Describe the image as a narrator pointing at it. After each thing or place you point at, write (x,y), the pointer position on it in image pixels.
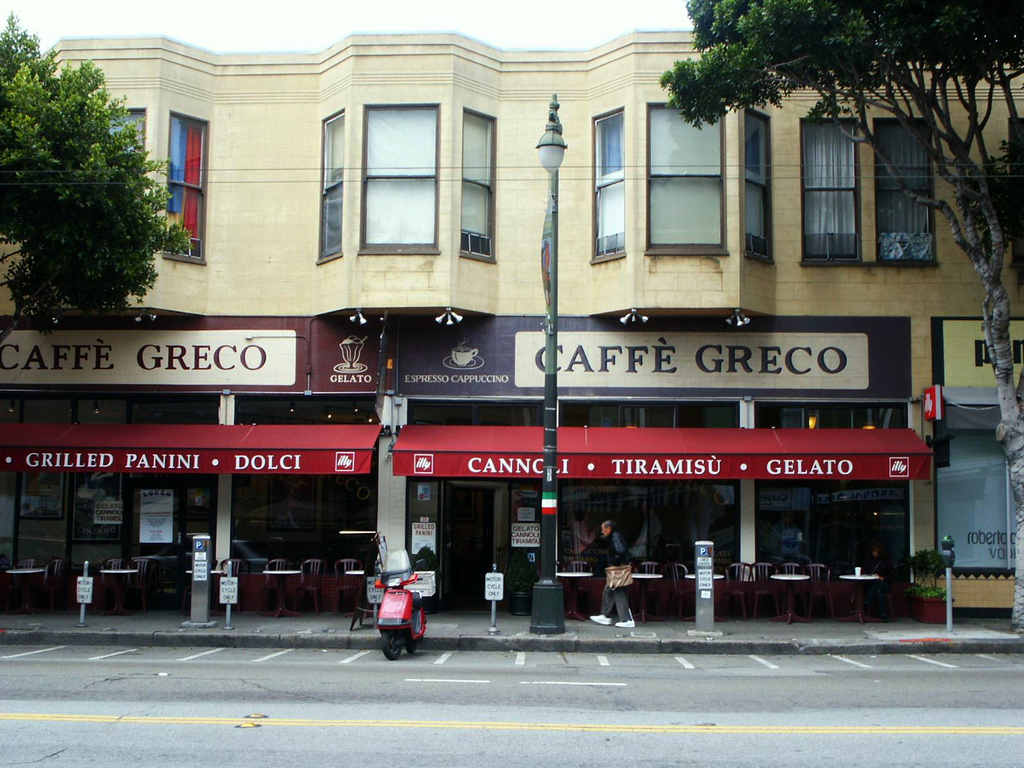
In the image there is a person (612,601) walking in front of a building (354,435) and in the front (612,699) there is a road (418,684) and a bike (405,620) at the edge of it, there are trees (34,179) on either sides and above its sky (316,17).
